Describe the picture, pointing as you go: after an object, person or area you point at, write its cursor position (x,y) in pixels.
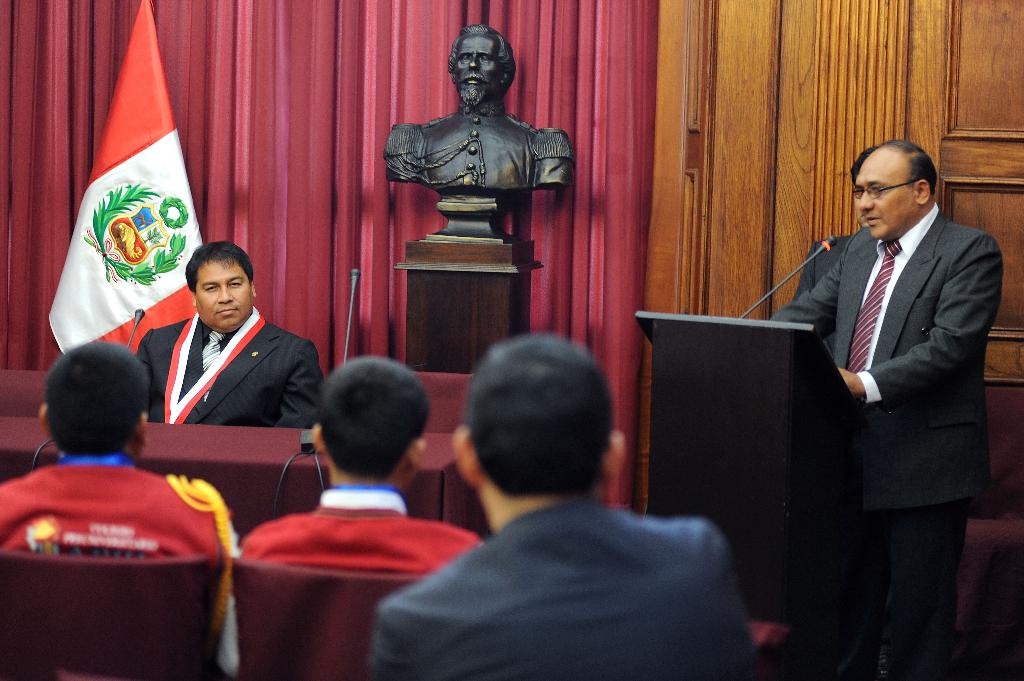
In this picture we can see a group of people (382,378) where some are sitting on chairs (443,408) and a man (913,174) standing at the podium (818,473) and speaking on mic (822,239), statue (457,62), flag (118,176), curtains (385,253), table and in the background (765,56) we can see the wall (701,223).
